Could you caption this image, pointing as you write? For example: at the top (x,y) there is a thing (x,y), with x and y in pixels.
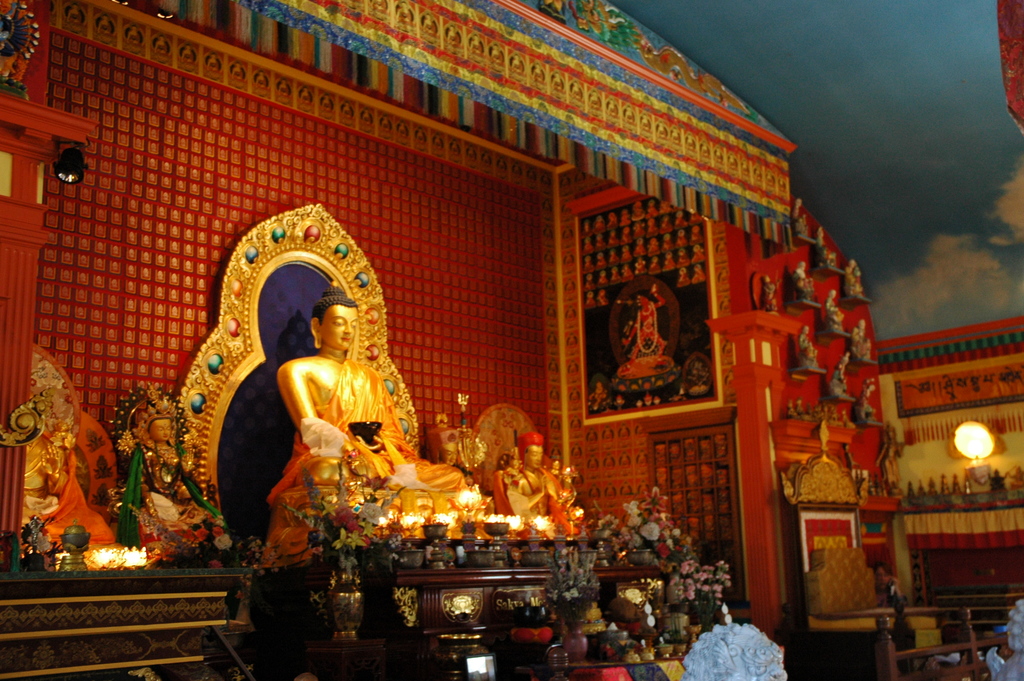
In the picture we can see an interior of the Chinese temple (513,551) with a lord Buddha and some decorated wall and some arts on it and beside we can see a wall (925,465) with a light (976,447) on it.
